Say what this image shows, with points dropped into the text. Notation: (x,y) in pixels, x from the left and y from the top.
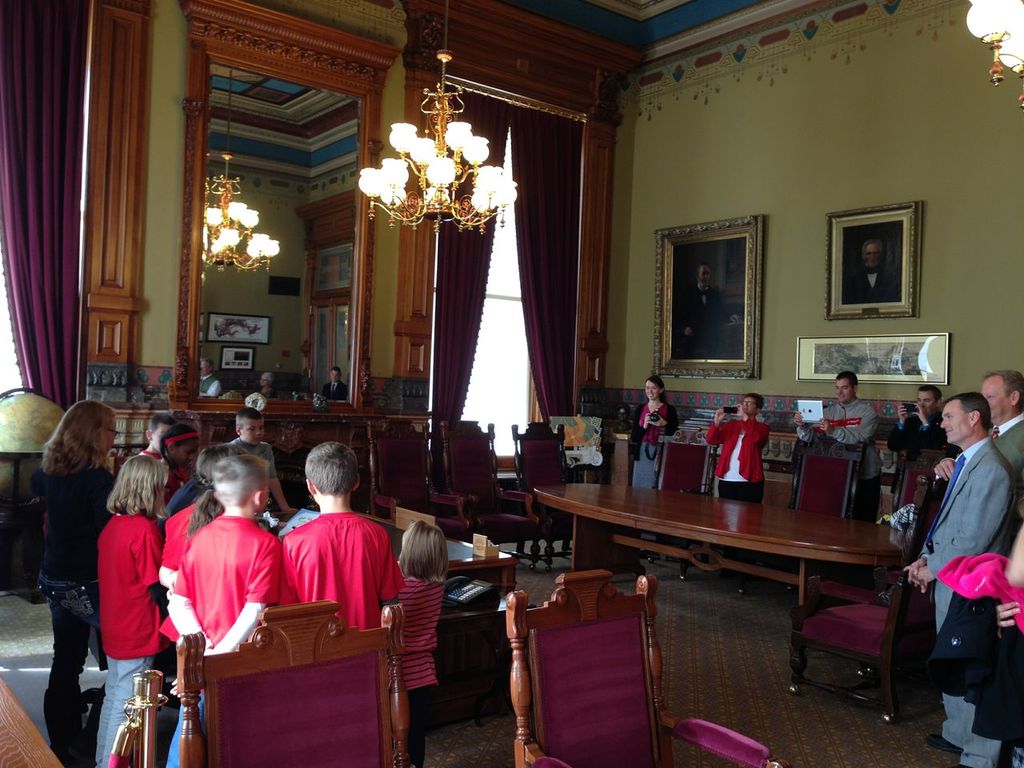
In this image I can see the group of people (364,584) standing. Among them some people (735,431) are holding the mobiles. In front of them there is a table (698,541) and the chairs (407,739). In this room (412,215) there is a mirror (306,288), chandelier light (457,148), curtains (550,168) and to the wall (829,159) there are some frames (801,353) attached.
